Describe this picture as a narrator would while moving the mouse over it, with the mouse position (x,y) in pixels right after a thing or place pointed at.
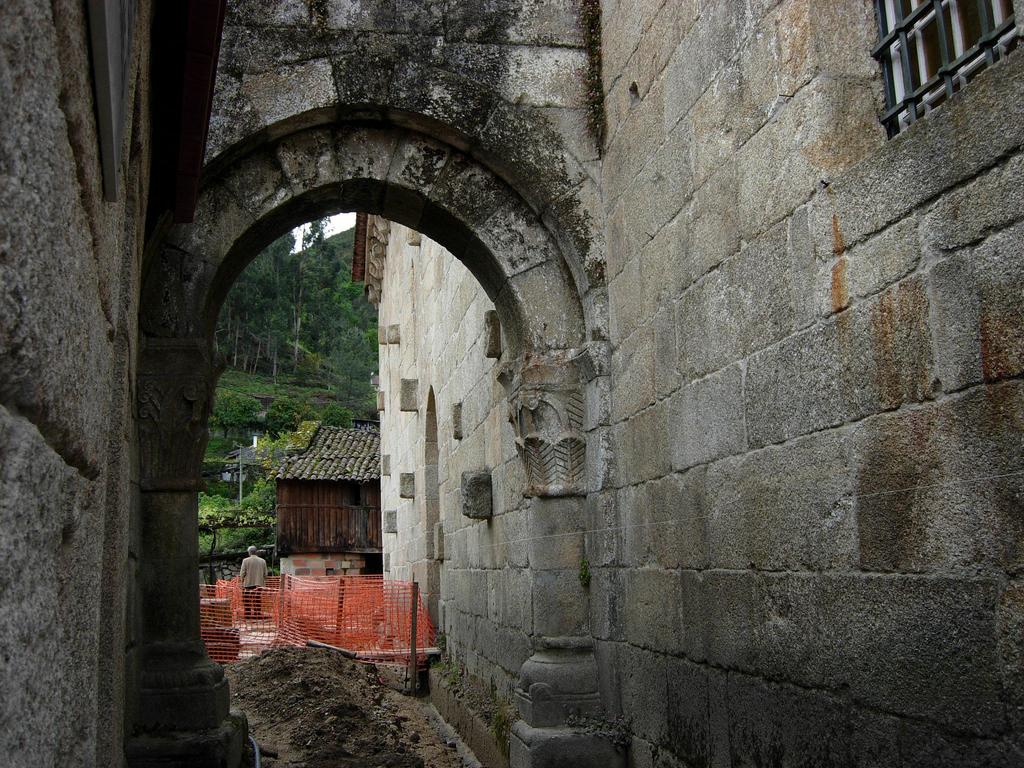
In this picture we can observe a building (408,371). We can observe an entrance (482,276) here. There is an orange color net (323,623). In the background (299,476) we can observe a house (359,479). There are some trees (268,344) here.
